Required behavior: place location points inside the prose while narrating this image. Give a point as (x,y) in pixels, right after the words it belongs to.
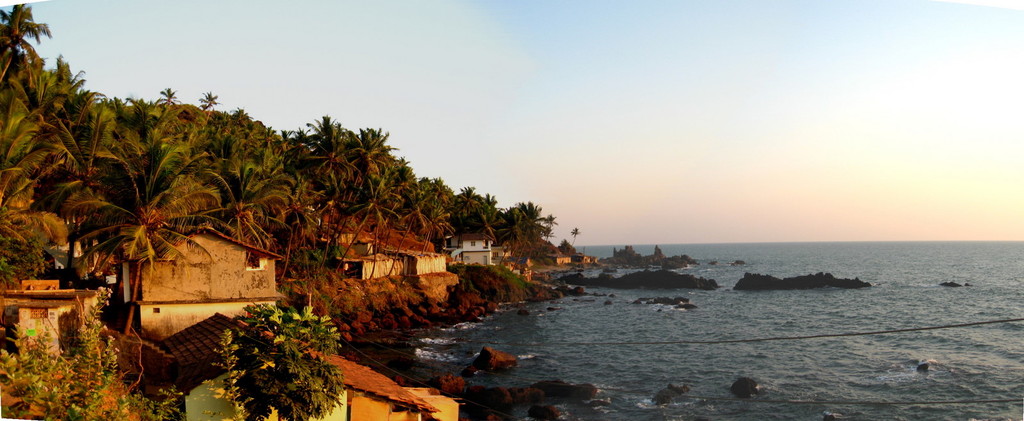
In this picture we can see few buildings (175,300), trees (310,231) and water (702,331), and also we can see few rocks (647,266).
